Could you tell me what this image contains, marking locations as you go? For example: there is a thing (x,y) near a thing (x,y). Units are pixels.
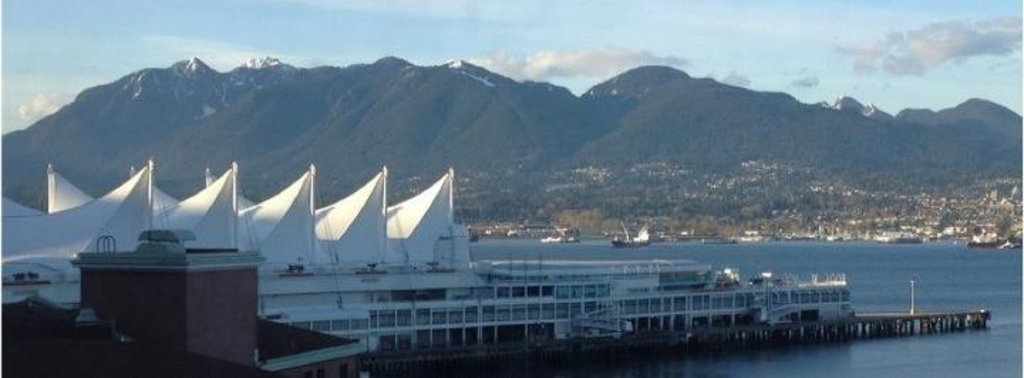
In this image we can see buildings (354,291), harbor (887,323), sea (937,285), ships (552,237), hills (816,156), sky (700,34) and clouds (542,64).
